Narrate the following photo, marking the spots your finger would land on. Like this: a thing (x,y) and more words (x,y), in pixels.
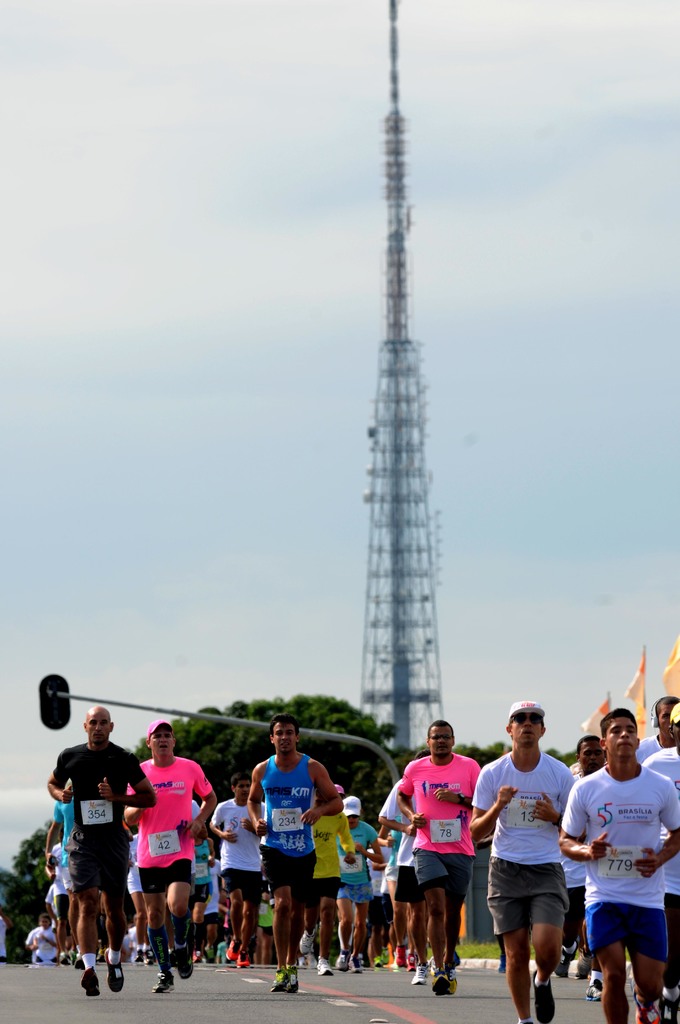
People (307,812) are running on the road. Background of the image (18,803) we can see tower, trees (380,801), flags (605,710), signal light pole (56,685) and cloudy sky (257,349).
